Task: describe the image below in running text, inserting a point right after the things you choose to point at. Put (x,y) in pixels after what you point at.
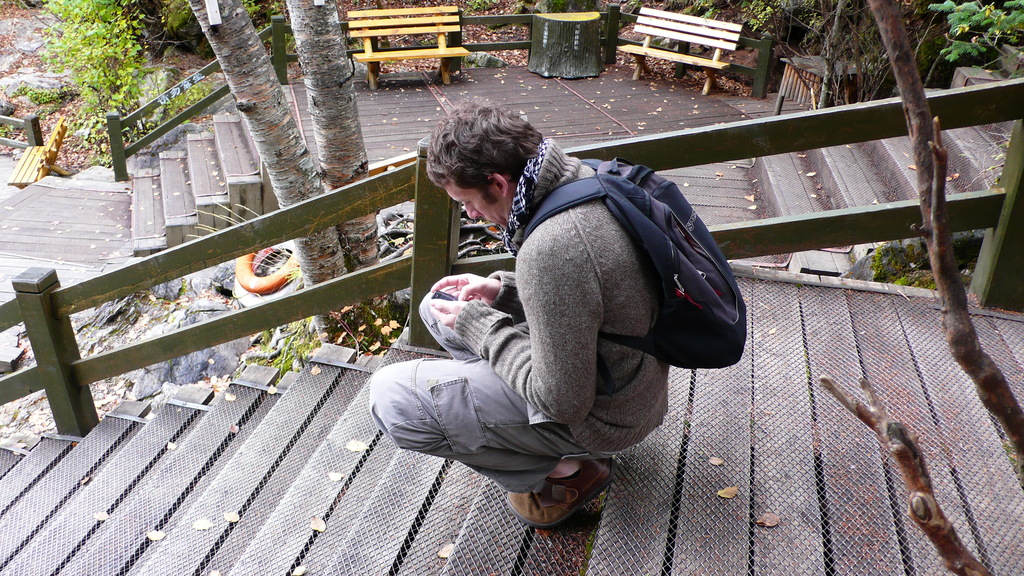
There is a man (504,285) sitting like squat position and carrying a bag (655,247) and holding a mobile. We can see steps (1013,377), branches (961,330) and railing (933,96). In the background (67,6) we can see tree (342,133), branches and plants (133,37).
